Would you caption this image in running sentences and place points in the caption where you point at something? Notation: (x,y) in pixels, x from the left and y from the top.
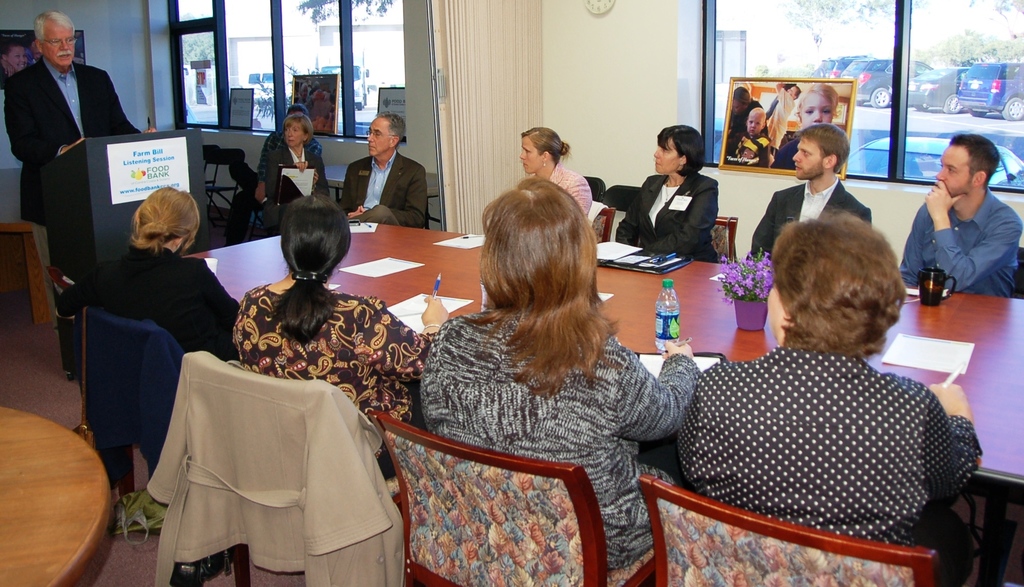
As we can see in the image there is a cream color wall (586,61), clock (594,3), windows (757,46), outside the windows (712,51) there are cars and trees (837,5), photo frame (770,113), few people (429,382) standing and sitting here and there and there are chairs (228,185) and tables (230,274). On tables (422,272) there are bottles (675,335), files (637,255) and papers (367,267). The man (56,83) who is standing on the left side (56,103) is talking.
